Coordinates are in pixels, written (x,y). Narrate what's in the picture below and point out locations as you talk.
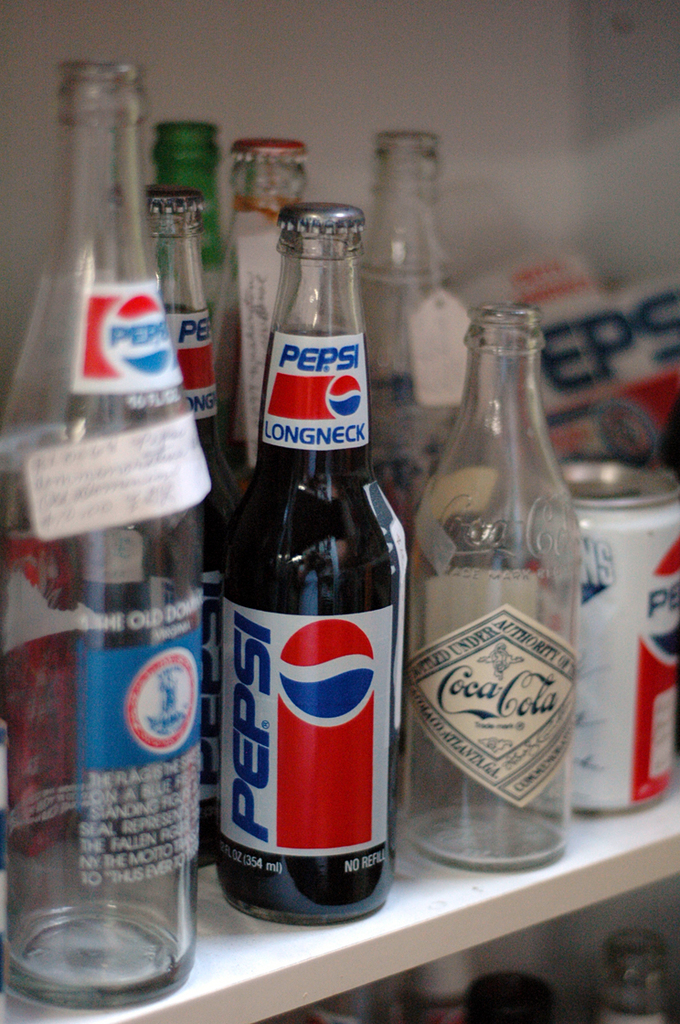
In this image I see number of bottles (403,271) and a can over here, I can also see there are few words (663,349) written on them.
